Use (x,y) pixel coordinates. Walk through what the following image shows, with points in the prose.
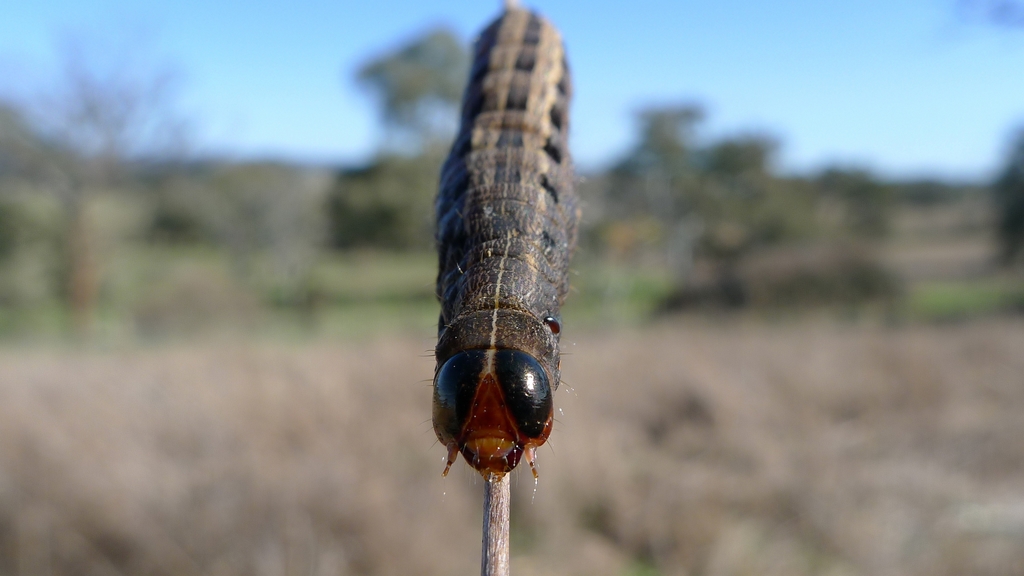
In the center of the image (528,279), we can see an insect (492,356) on the stick (498,486) and in the background (272,210), there are trees (708,157). At the top (765,82), there is sky (777,118).
